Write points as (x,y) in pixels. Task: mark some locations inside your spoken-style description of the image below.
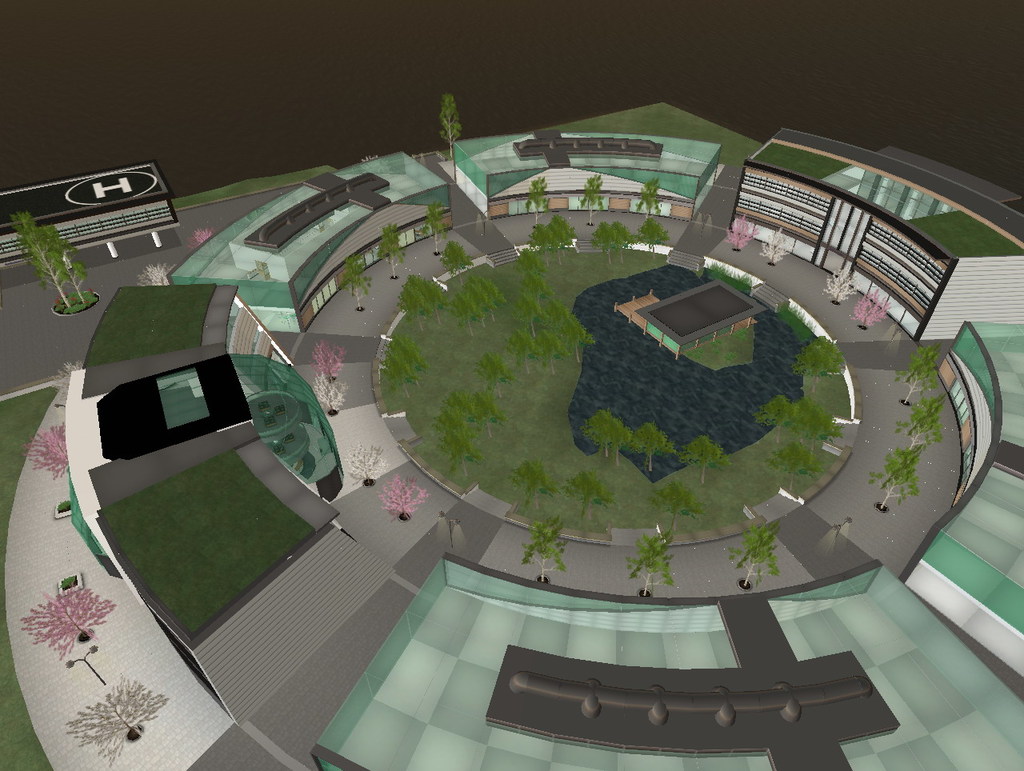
In this picture I can see a graphical image and I can see few buildings (356,748), trees (547,356) and I can see dark background (844,15).
